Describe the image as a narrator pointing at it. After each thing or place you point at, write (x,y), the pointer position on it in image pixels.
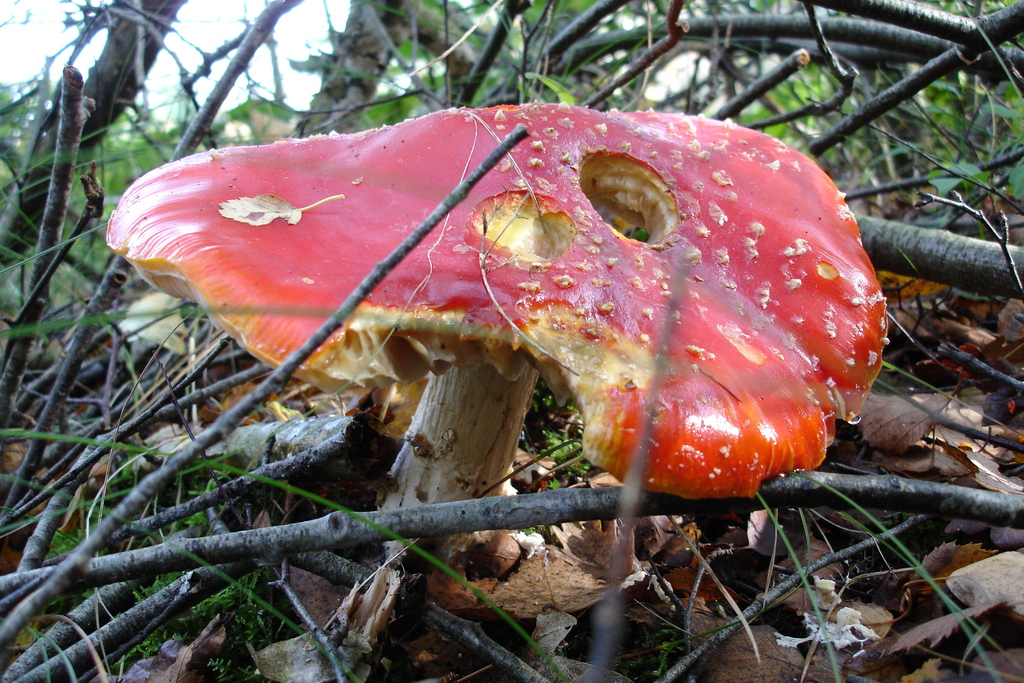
This image consists of a mushroom (406,355) in red color. At the bottom (509,657), there are dried leaves (854,581) and stems (70,499). In the background (404,104), we can see small plants (890,155).
